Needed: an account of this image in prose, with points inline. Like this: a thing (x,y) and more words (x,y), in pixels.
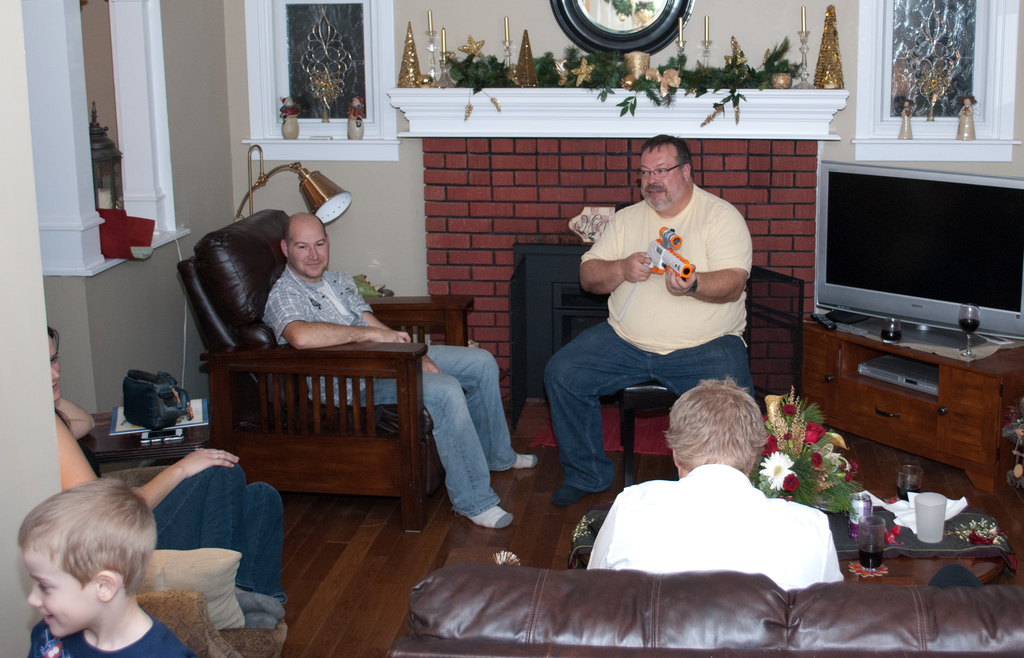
In this picture there are two men (458,370) who are sitting on the chair (349,343). In the middle (674,276), there is a man (675,306) who is holding a gun (664,270). There is another man (698,515) who is wearing a white shirt (682,535) is sitting on the chair (693,578). There is a bouquet (813,463), a glass (920,514) and a paper (904,516) on the table (899,531). To the right (923,286), there is a television (926,280) and glass (974,326) on the table (993,388). There is VCD (907,374) in the desk (928,406). There is a boy (84,543). There is a woman (225,479) who is sitting. There is a lamp (303,177) at the corner. At the top (823,67), there are some decorative items (620,57). To the right (900,101) and left there are idols (288,129) placed on the rack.
